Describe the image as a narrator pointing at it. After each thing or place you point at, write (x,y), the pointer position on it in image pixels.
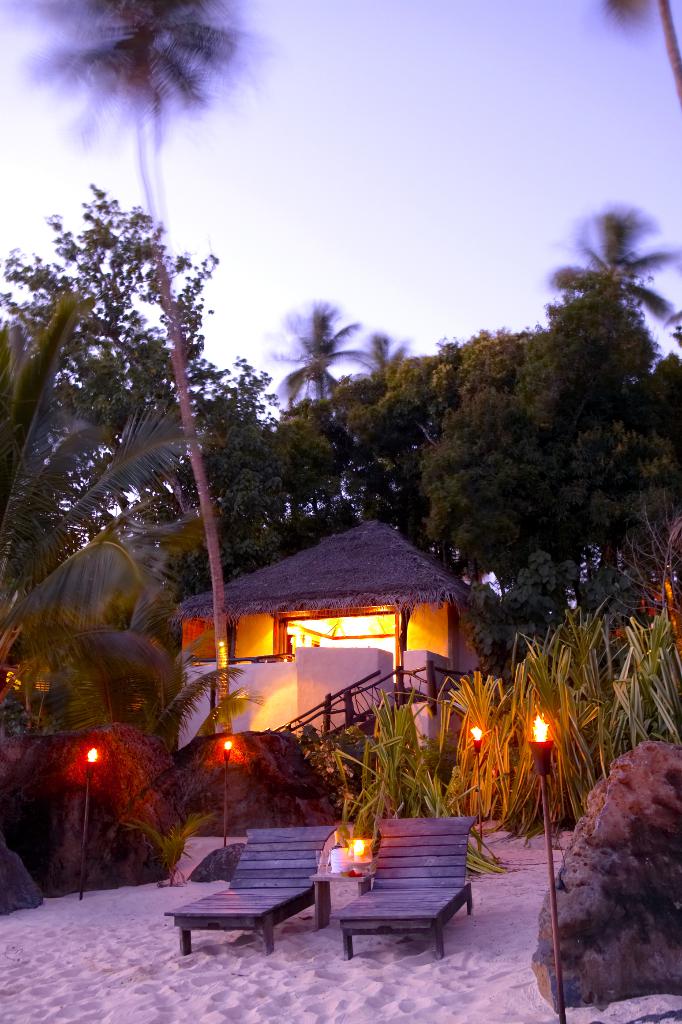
In this picture we can see the sky (525,157), trees (569,392). We can see a hut (417,667), railing (410,674), wooden chairs (347,907), light poles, rocks (643,916), plants (514,785). On a table (321,889) we can see the objects (364,865). At the bottom portion of the picture (318,980) we can see the sand (269,975).
